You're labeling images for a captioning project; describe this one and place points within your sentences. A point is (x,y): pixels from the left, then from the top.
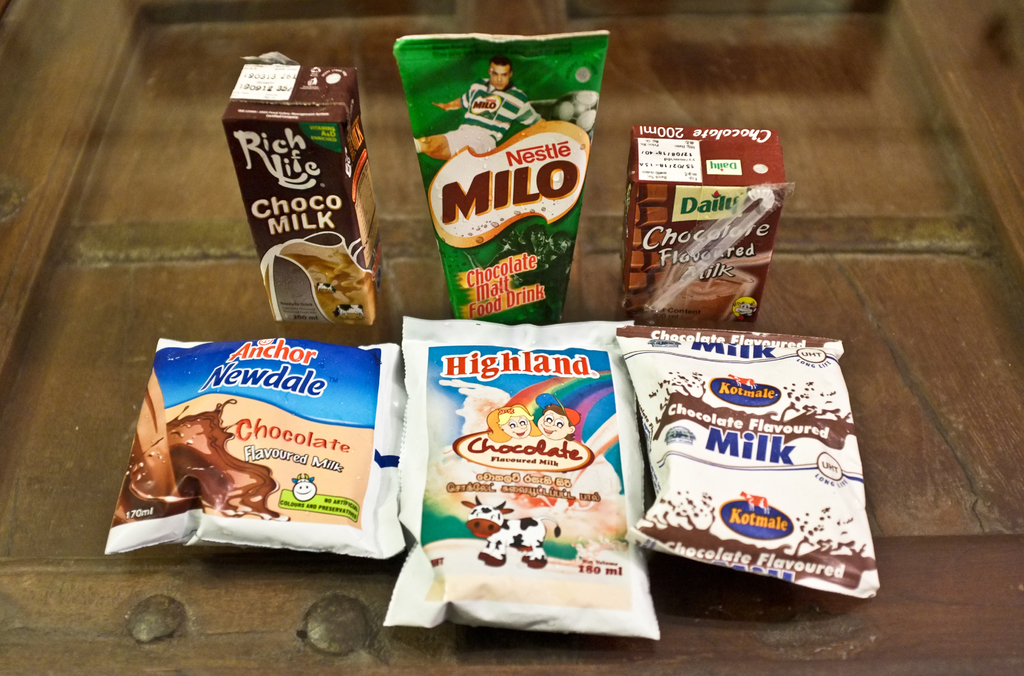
In this image I see 3 packets (476,353) over here and I see 3 things (435,161) over here and on this thing (720,216) I see straw (684,278) and on all these things (631,267) I see words (276,383) written and these all things (743,298) are on the brown surface (928,342).
